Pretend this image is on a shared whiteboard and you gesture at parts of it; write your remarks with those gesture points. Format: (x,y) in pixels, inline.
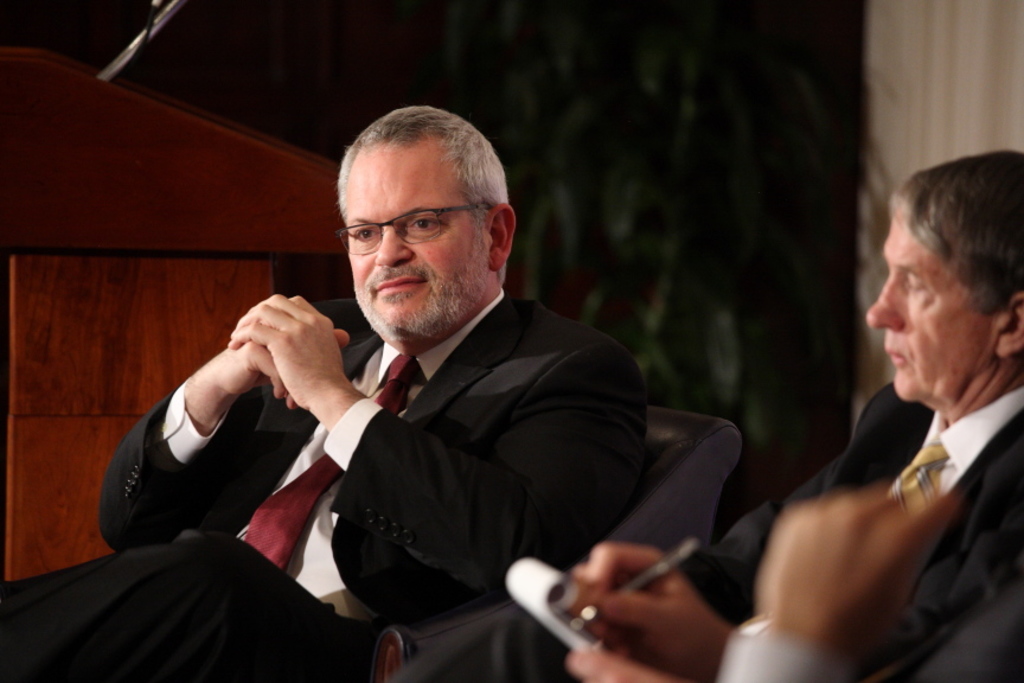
In this image in the center (449,414) there are two persons (621,444) who are sitting and one person (682,617) is holding a pen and paper (553,607) and writing something, in the background (198,249) there is a podium (198,221) and a wall (363,124).
